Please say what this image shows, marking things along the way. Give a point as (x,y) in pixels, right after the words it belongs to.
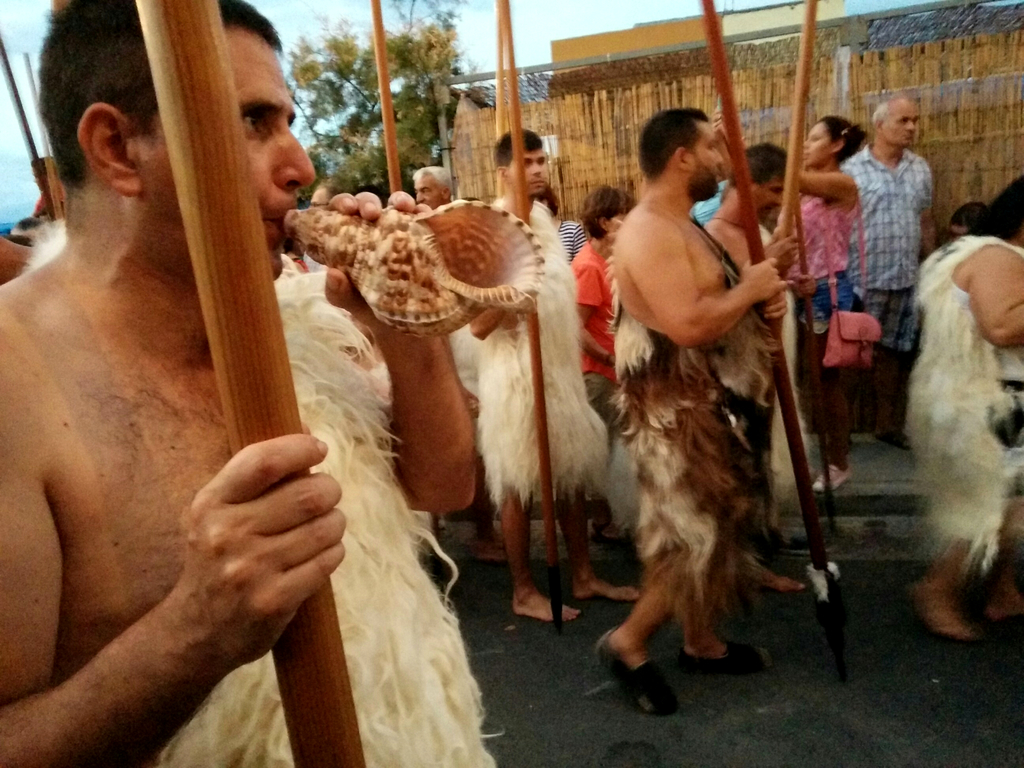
These people (699,194) holding sticks (784,223). Background (553,5) few people (887,394) standing and we can see wall (944,137), tree (333,50) and sky (484,48).
